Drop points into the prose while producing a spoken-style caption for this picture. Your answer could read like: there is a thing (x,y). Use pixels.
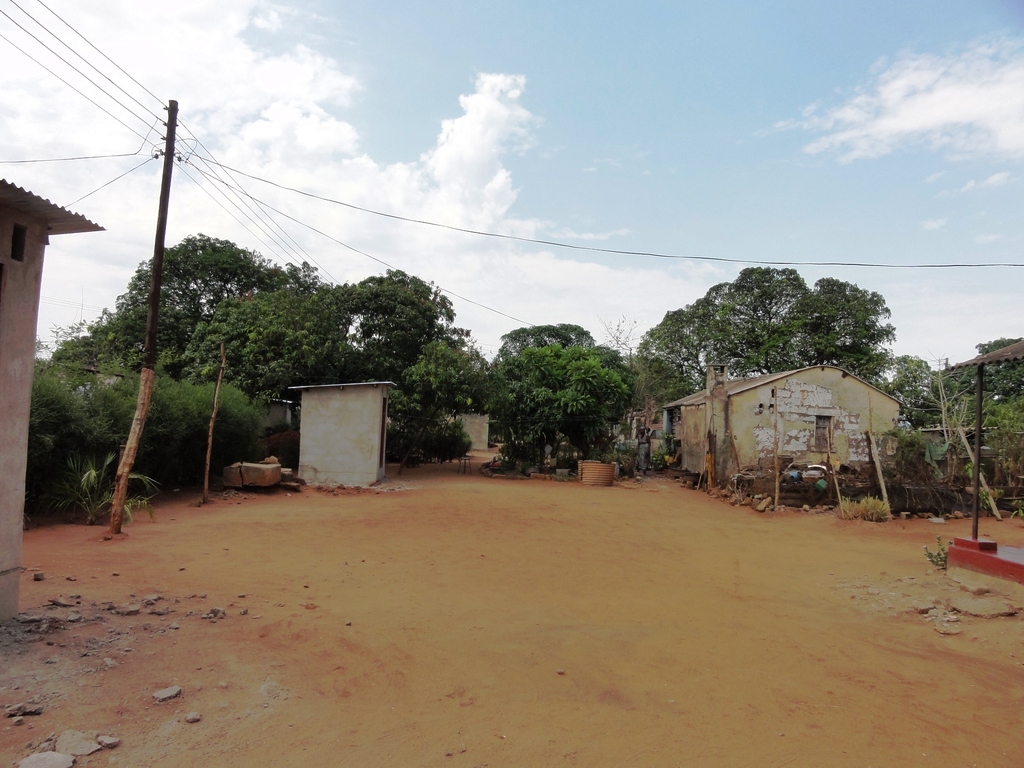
In this image, we can see sheds (736,403), trees (505,392) and poles (149,378) along with wires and at the bottom (129,692), we can see some stones (170,689) and there is ground (482,668). At the top (417,122), there are clouds (260,72) in the sky (672,189).
